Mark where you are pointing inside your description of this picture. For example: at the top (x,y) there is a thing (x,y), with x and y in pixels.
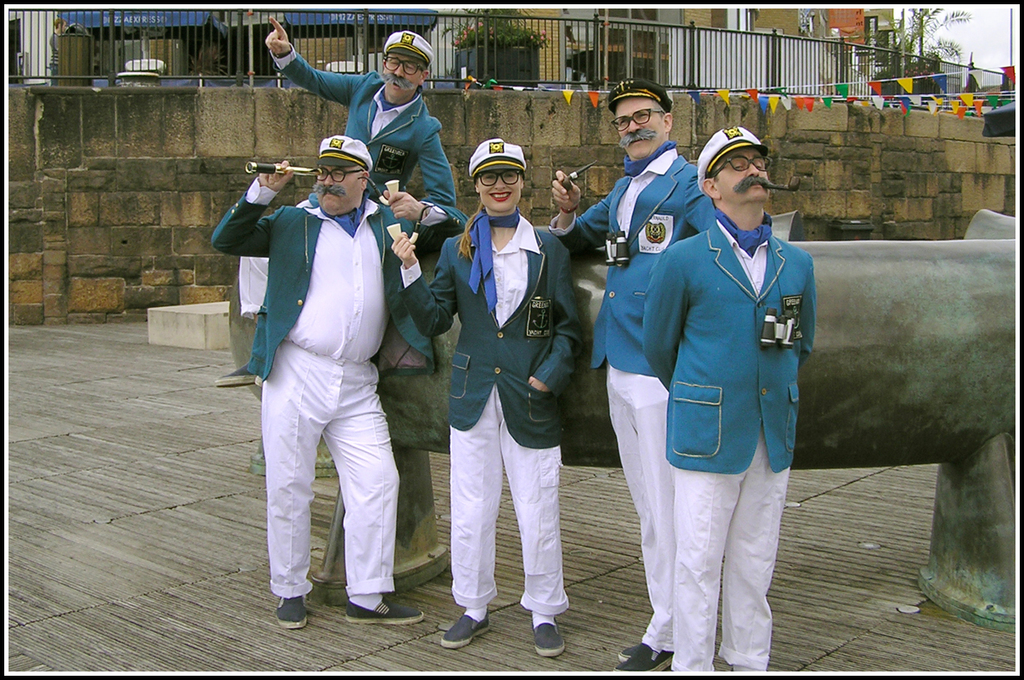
In the center of the image (514,294) we can see one person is sitting and a few people (531,297) are standing and they are in different costumes (479,257). And we can see they are wearing caps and glasses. Among them, we can see a few people (298,278) are holding some objects (567,187). In the background (231,271), we can see the sky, buildings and a few other objects (834,299).
